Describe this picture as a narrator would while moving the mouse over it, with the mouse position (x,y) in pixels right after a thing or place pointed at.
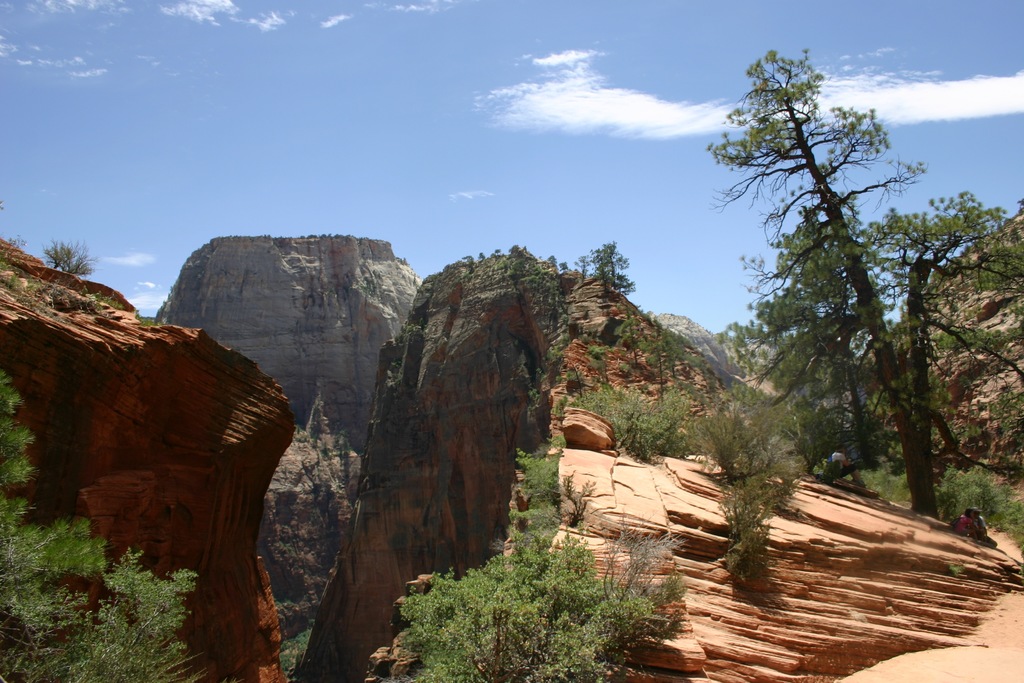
In this picture there are people (842,464) and we can see cliffs (171,401), trees (910,456) and plants (984,485). In the background of the image (616,126) we can see the sky (605,170) with clouds (624,110).
